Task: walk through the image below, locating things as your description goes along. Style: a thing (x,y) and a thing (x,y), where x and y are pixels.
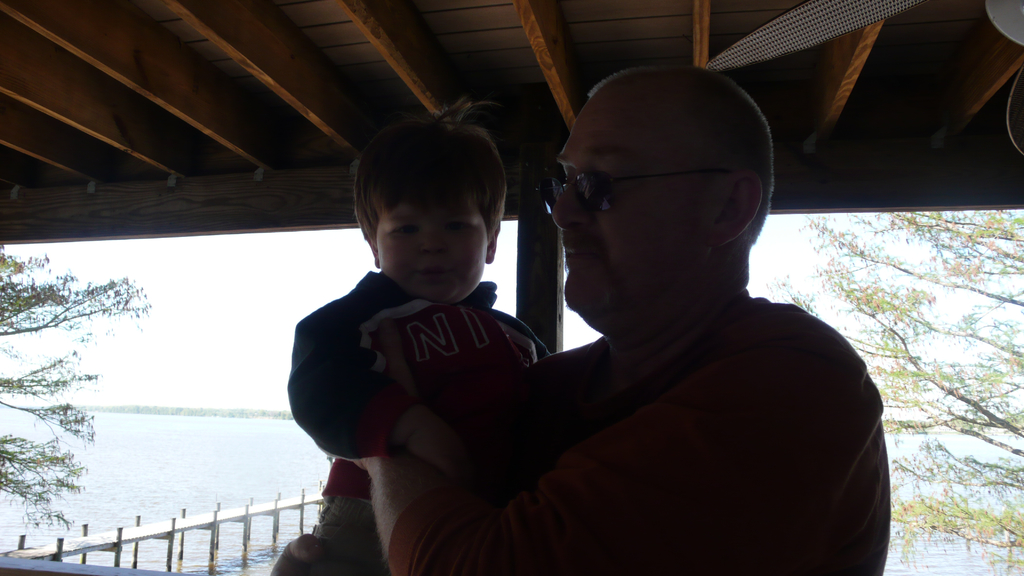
In this picture there is a person (743,430) holding a baby (506,400) in his hands (375,463) and there is a wooden roof (391,74) above them and there is water (298,451) in the background (281,457) and there are trees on either sides of them.
